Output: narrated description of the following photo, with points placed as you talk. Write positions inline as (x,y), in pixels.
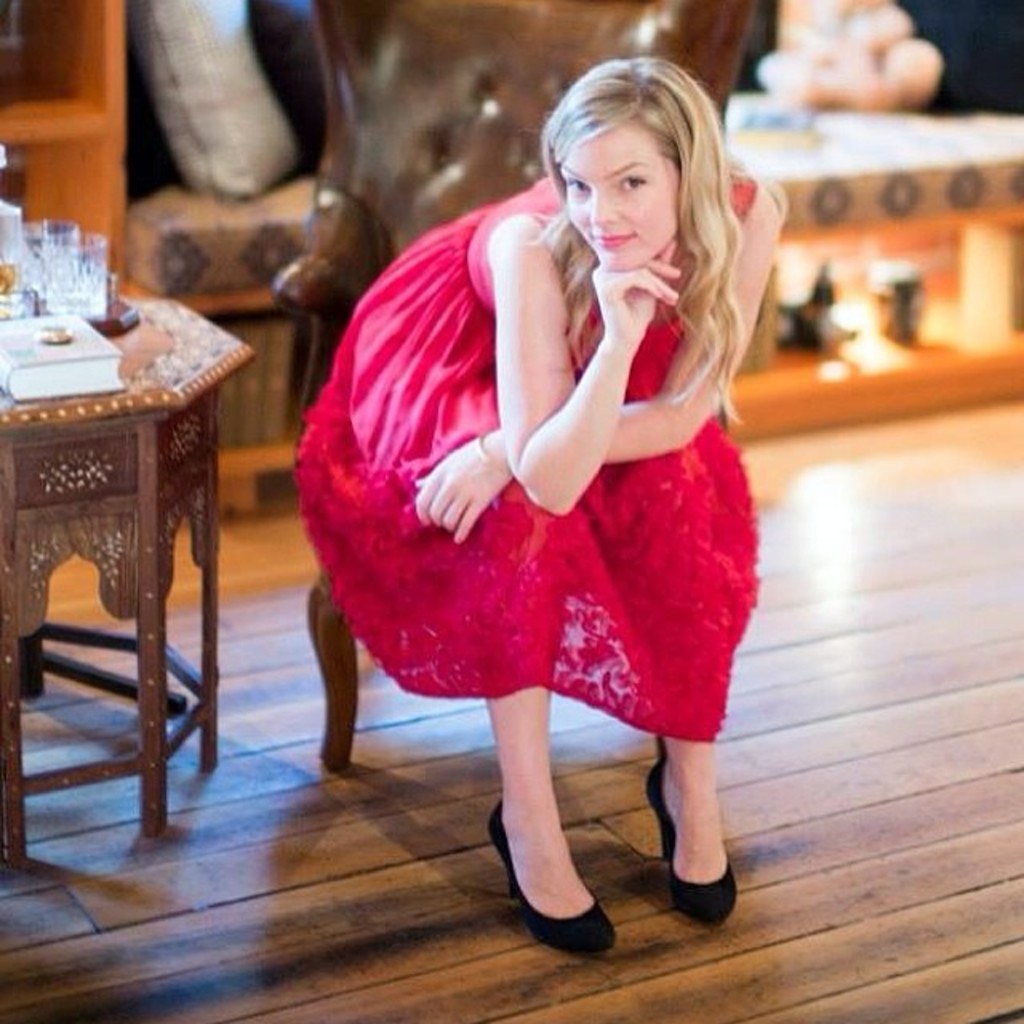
In this picture there is a girl (520,437) sitting on the chair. There is a glass (92,282) and book (61,361) on the table (76,419).
